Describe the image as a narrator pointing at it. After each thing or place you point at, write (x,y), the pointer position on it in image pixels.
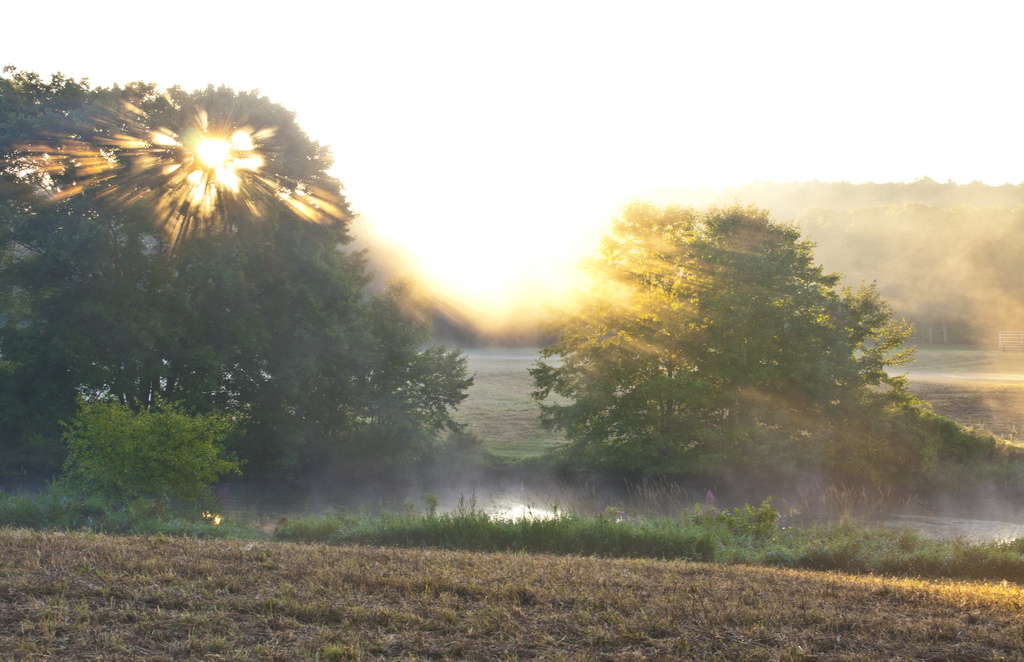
There are trees (615,404), it seems like water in the foreground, there are trees (825,198), sky (417,103) and sun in the background (461,287) and dry grassland (533,567) at the bottom side (396,603).
